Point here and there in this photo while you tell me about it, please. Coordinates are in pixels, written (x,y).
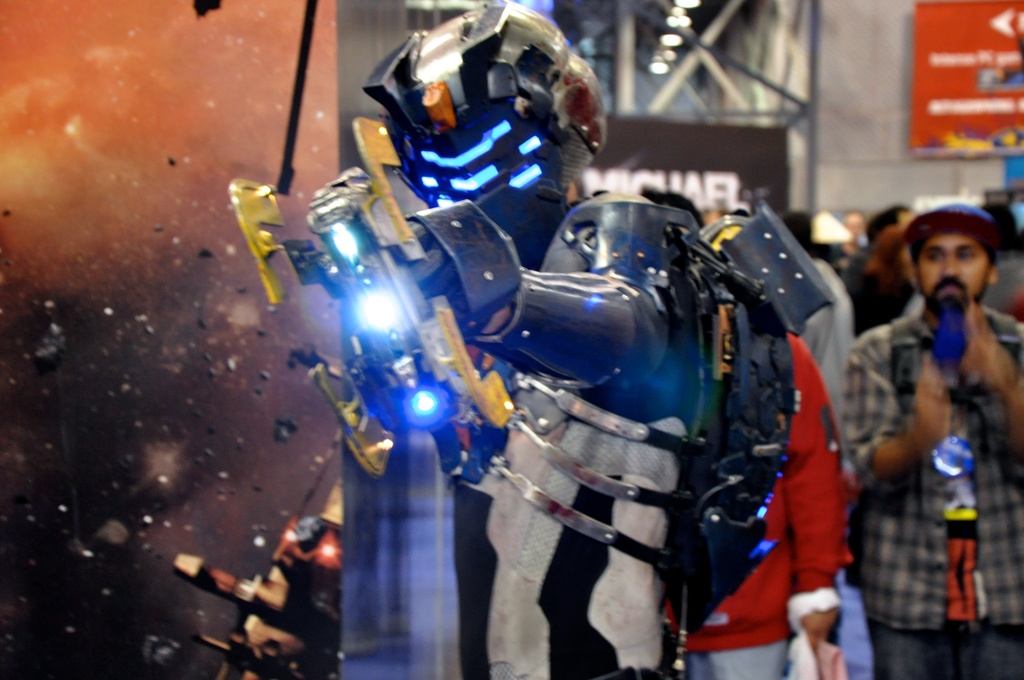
This picture is clicked inside. In the foreground (417,123) there is a person (561,298) wearing helmet (584,111) and some metal objects (598,414) and holding an object (378,309) and standing. In the background (898,360) we can see the group of persons (898,360) standing and we can see the metal rods (631,29), wall (897,34) and some other objects (971,60).
